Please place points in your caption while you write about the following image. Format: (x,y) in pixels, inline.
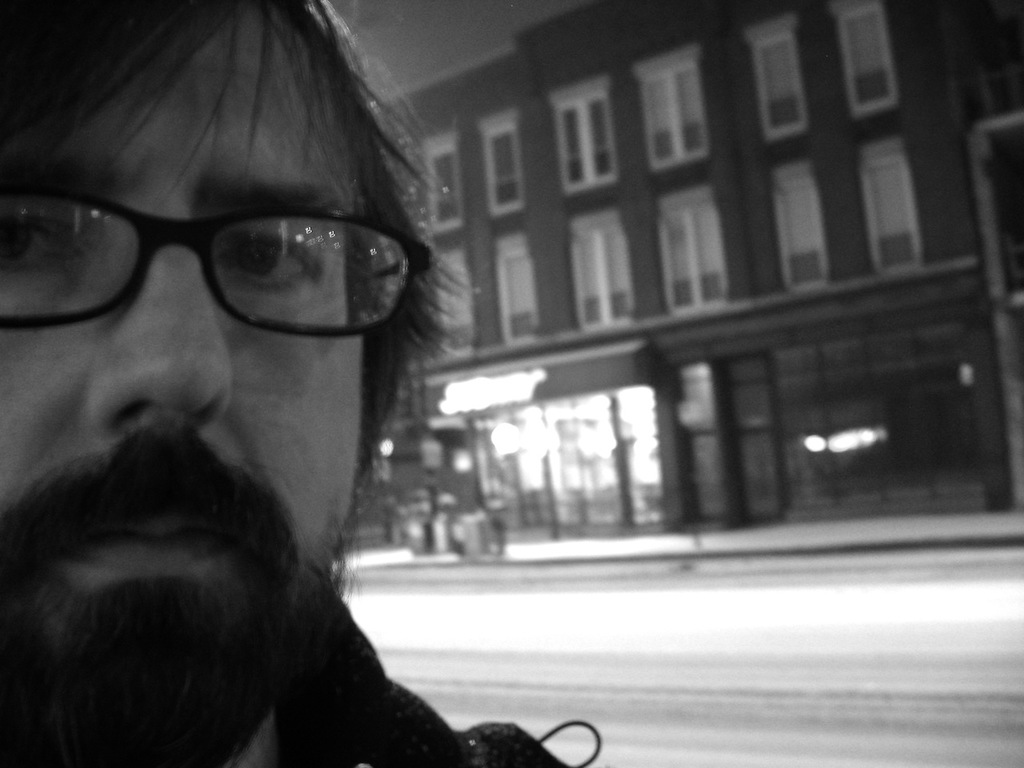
In this image on the left side (200,259) there is one man (191,499) who is wearing spectacles (308,303), on the right side of the image (810,138) there is a building (791,429) and some lights (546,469) and objects (463,537). At the bottom (591,657) there is walkway (861,651).
